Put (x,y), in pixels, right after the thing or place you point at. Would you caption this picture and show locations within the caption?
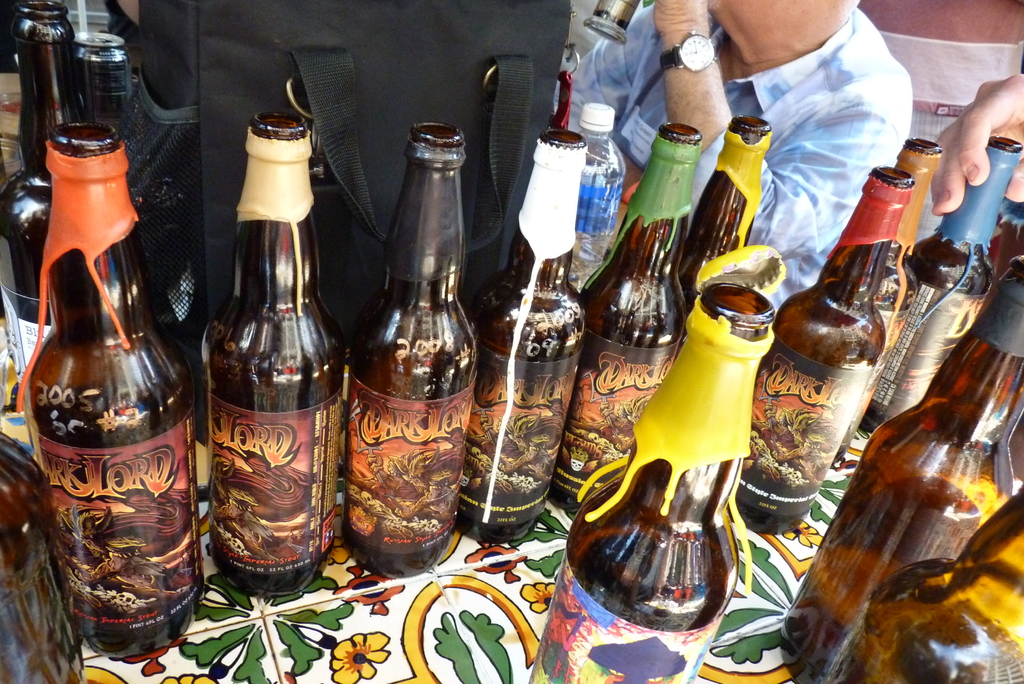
In this picture we can see bottles (481,324) with stickers (331,412) placed on a table (769,548) and beside to this we have bag (153,73), tin (109,77) and a person (666,25) wore watch (711,57) and here some persons hand (979,125) is holding bottle (1009,171).
